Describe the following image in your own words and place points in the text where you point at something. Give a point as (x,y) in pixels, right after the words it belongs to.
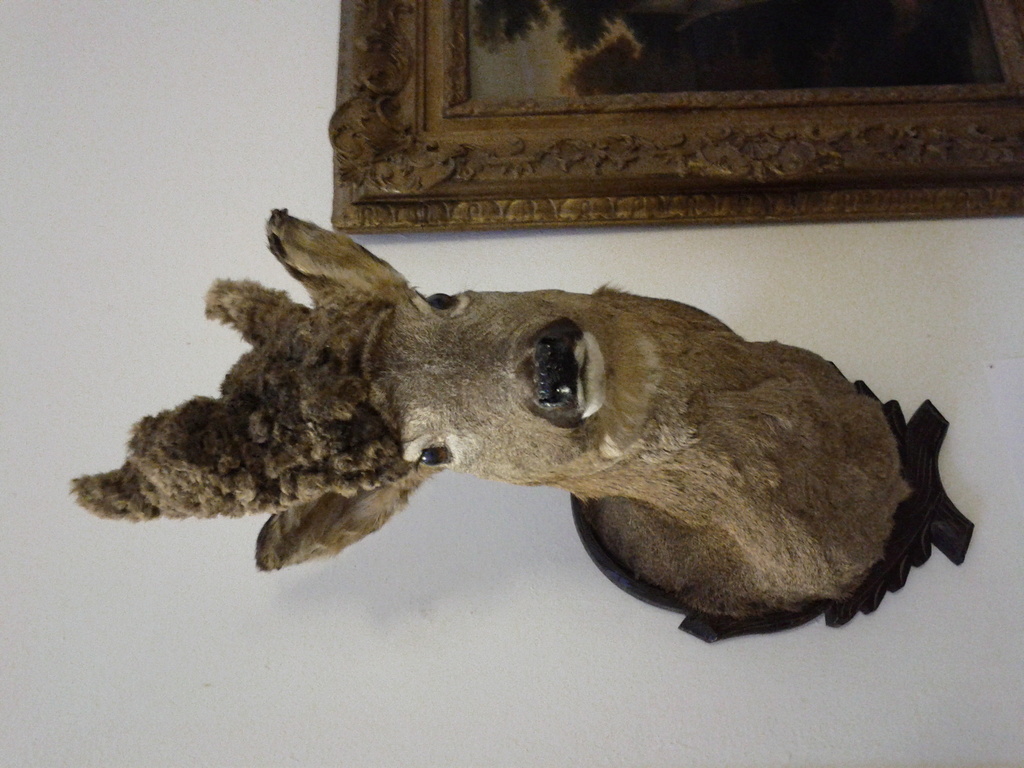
In this picture we can see the statue (625,353) on the wall (591,644), beside that we can see the painting (858,27). In that painting (973,47) we can see sky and trees (645,90).
